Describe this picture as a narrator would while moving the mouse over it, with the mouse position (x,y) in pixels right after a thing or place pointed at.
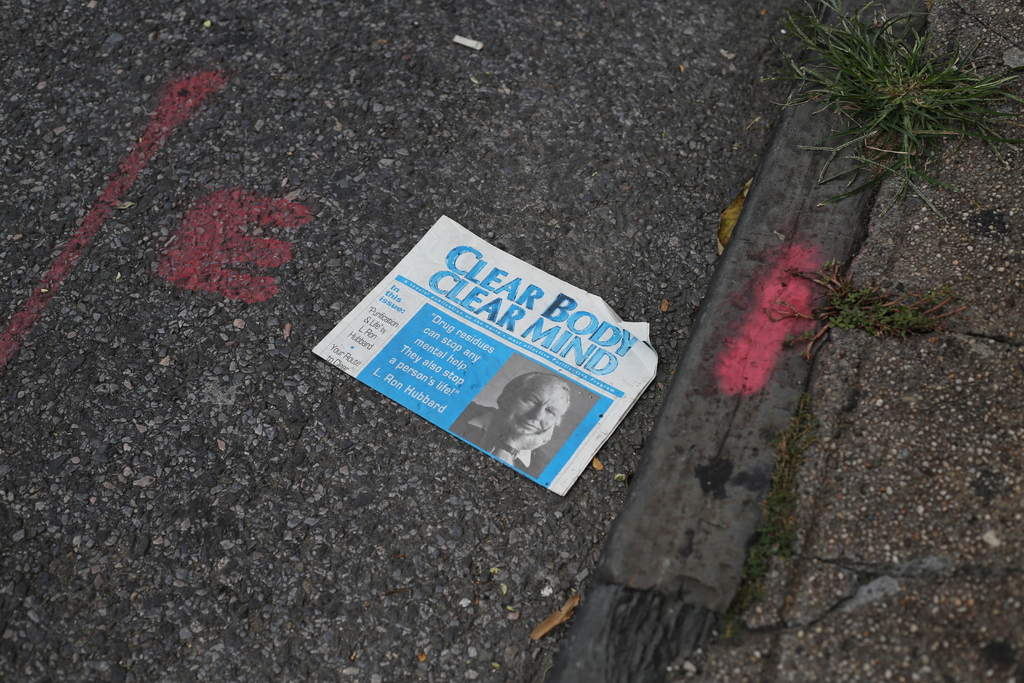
In a given image I can see a paper (454,432) with some text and grass (939,98).
